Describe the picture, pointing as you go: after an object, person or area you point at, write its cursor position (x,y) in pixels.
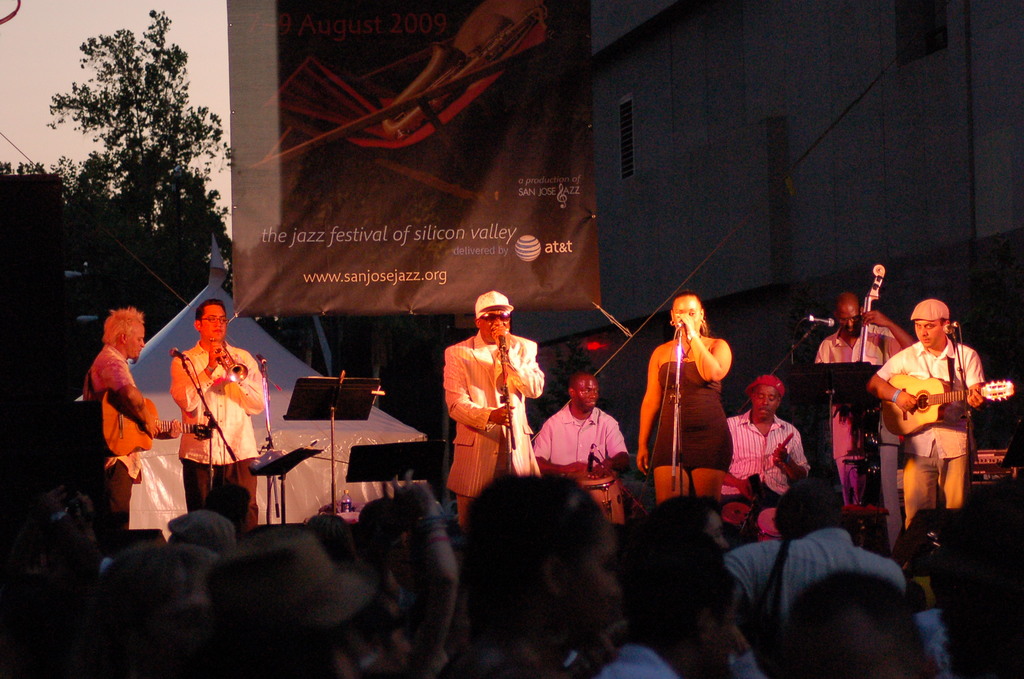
This is a musical concert. In this one person (494,352) is wearing goggles (492,312) and cap (493,310) and singing. Next to him another lady (703,369) is singing. And in the right side (959,377) one person (943,360) is holding guitar (932,408) and behind him another person (877,357) is holding a musical instrument (863,351). left side (115,434) one person (136,415) is holding a guitar (127,429). and audience (331,604) is watching the show. In the background (144,112) there is a tree (129,152) and also there is a banner (445,138) and kept something writing (393,278) on it.
